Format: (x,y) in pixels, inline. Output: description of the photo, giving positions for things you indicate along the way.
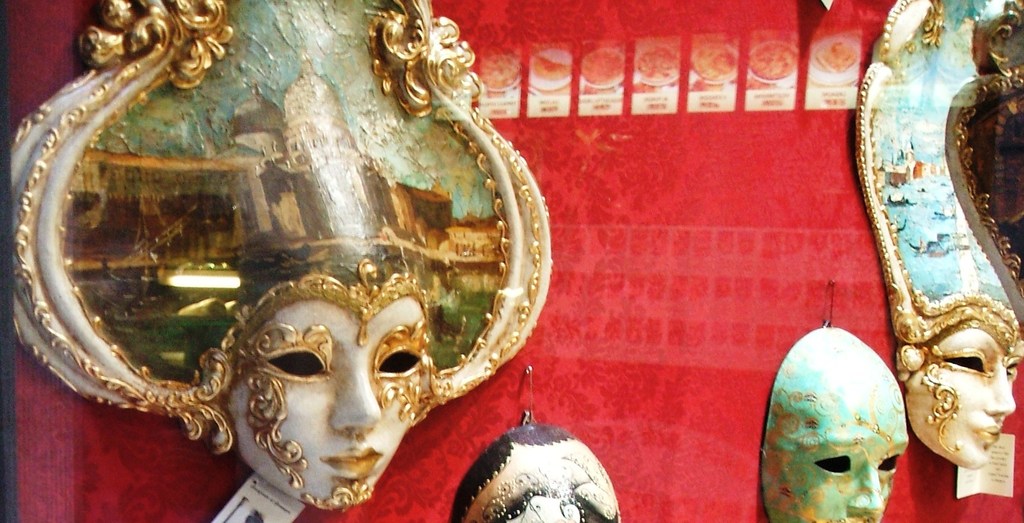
In this picture we can see there are masks (479,328) and hooks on a red object (651,255).
